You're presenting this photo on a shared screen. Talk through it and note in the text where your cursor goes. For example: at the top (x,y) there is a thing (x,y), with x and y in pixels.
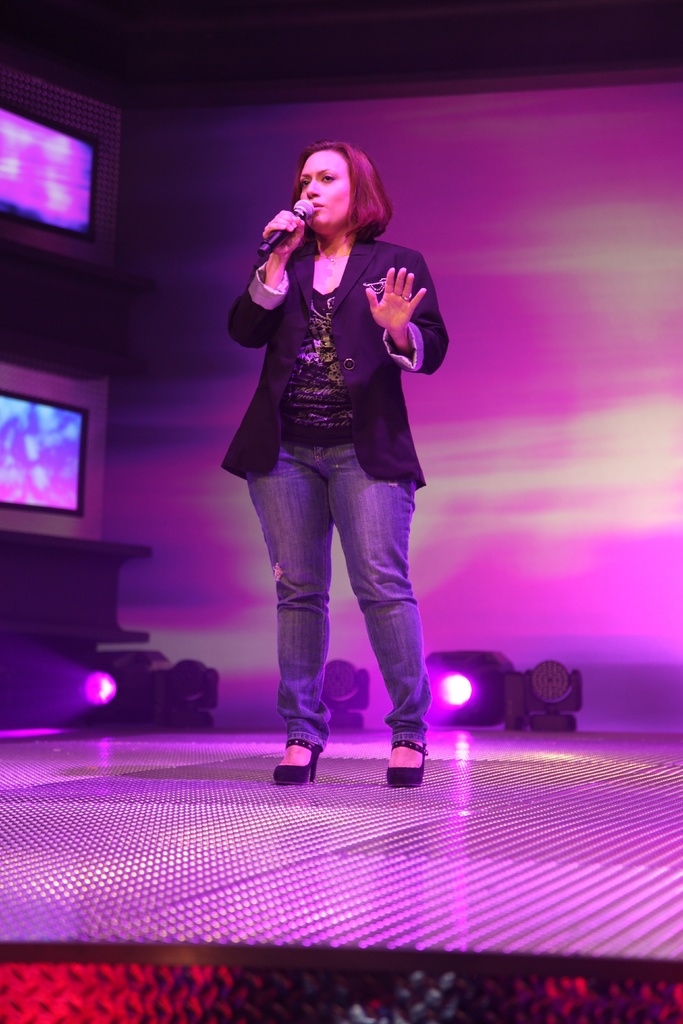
In this image in the center (350,491) there is one woman (354,291) standing and she is holding a mike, and it seems that she is talking. In the background (73,315) there are some monitors (67,210) and a wall (496,127) and some lights (490,694), at the bottom (228,903) there is floor (317,903).
